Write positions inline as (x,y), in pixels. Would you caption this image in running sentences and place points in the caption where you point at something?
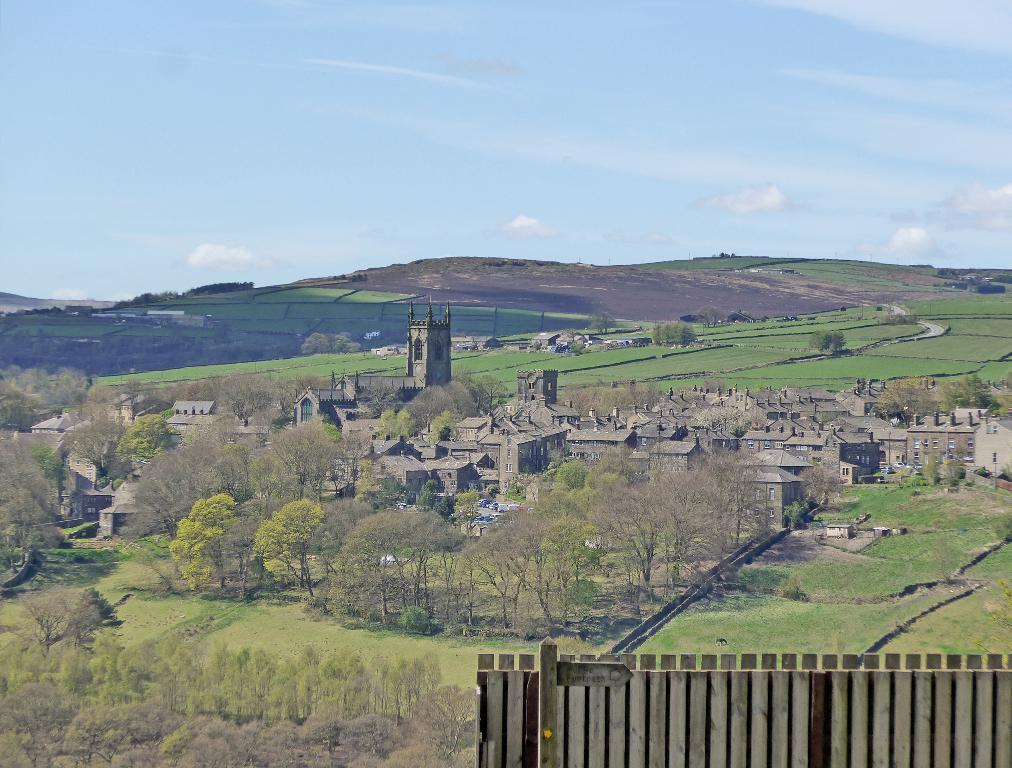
In this image I can see the wooden fencing (688,667), background (596,447) I can see few trees (549,596) in green color and I can see few dried trees (576,573), few buildings (870,457) in brown and cream color and the sky (601,157) is blue and white color.
